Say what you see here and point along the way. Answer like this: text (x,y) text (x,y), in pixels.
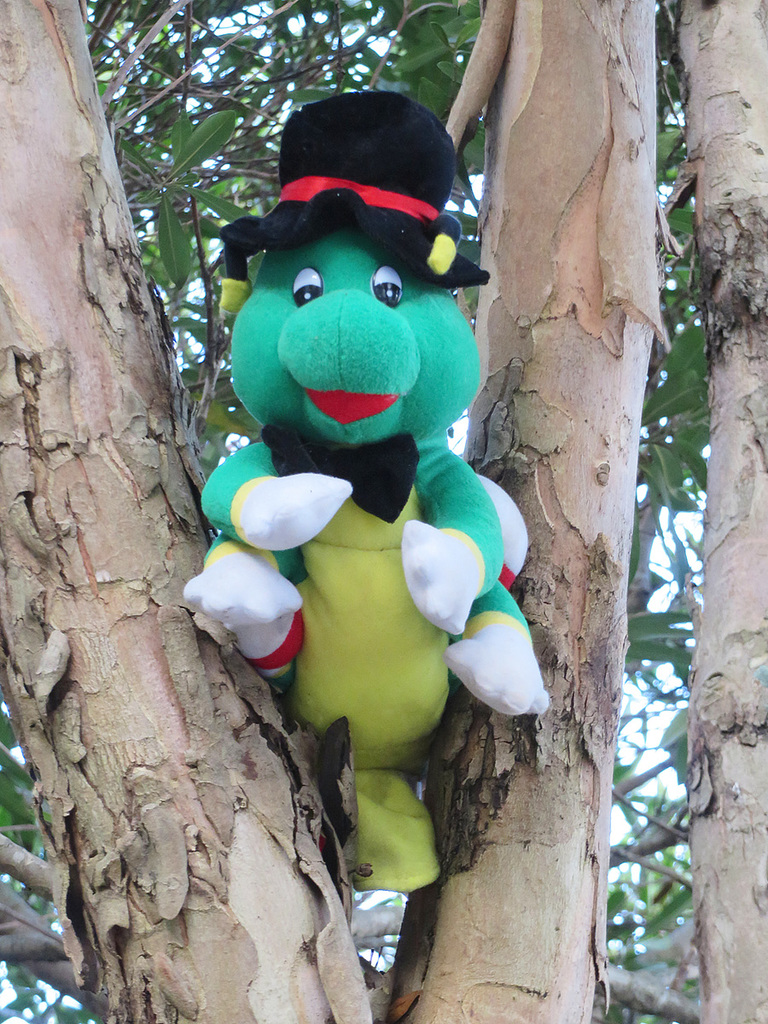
In this image I can see the doll (314,368) which is colorful. It is on the tree (43,202). In the background (383,893) I can see the sky (644,688).
